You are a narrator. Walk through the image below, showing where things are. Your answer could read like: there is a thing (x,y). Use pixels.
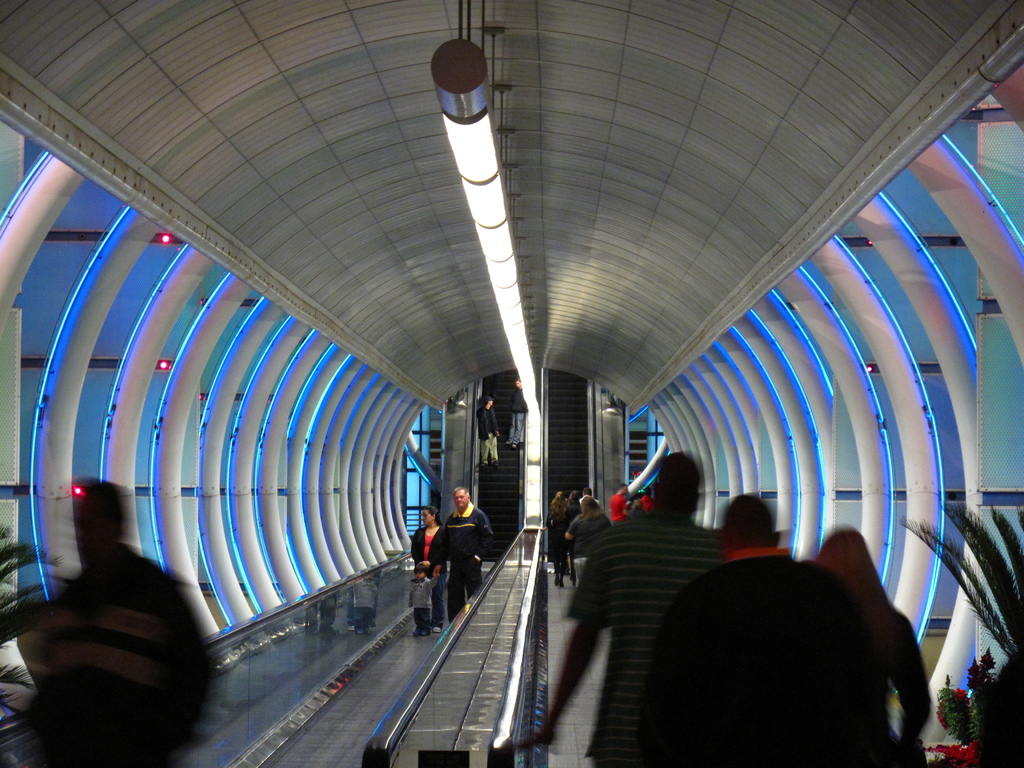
In this image, I can see groups of people (554,506) standing on the walking escalators (373,698). At the bottom right corner of the image (944,747), there is a plant (944,747). At the top of the image (490,196), I can see the tube lights (507,255) hanging to the ceiling (511,124). At the center of the image (511,403), I can see two people (489,453) standing on an escalator (499,492).
